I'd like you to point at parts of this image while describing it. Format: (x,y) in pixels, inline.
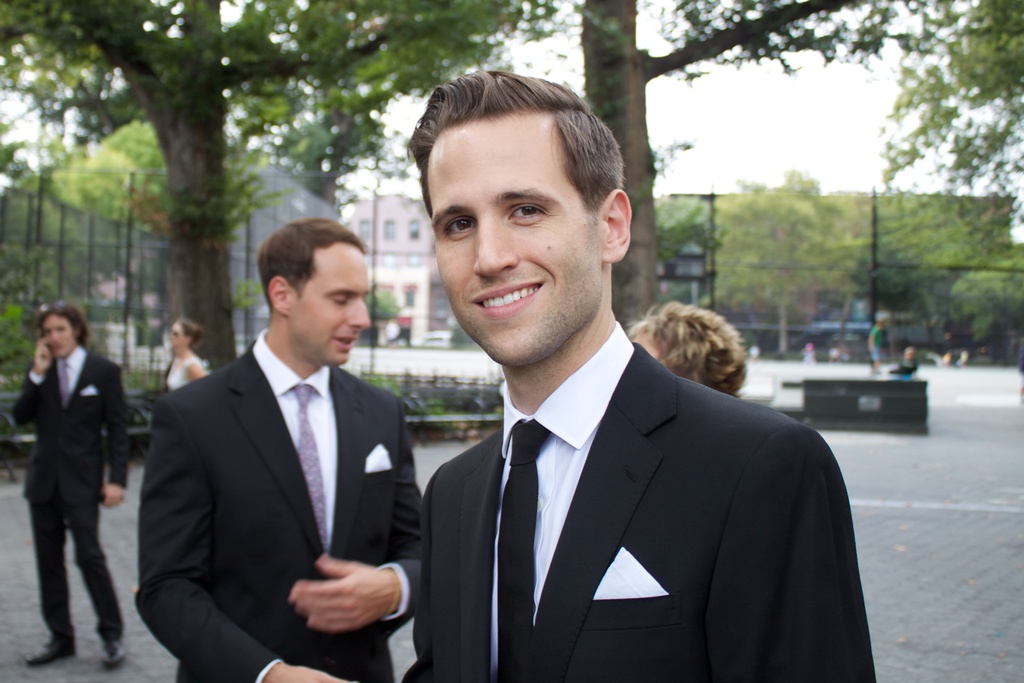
In the center of the image (511,277) we can see a man (518,185) standing and smiling. He is wearing a suit (589,499). In the background (399,479) we can see people (98,360), trees (830,261), fence (156,289), building (382,286) and sky (745,137).
